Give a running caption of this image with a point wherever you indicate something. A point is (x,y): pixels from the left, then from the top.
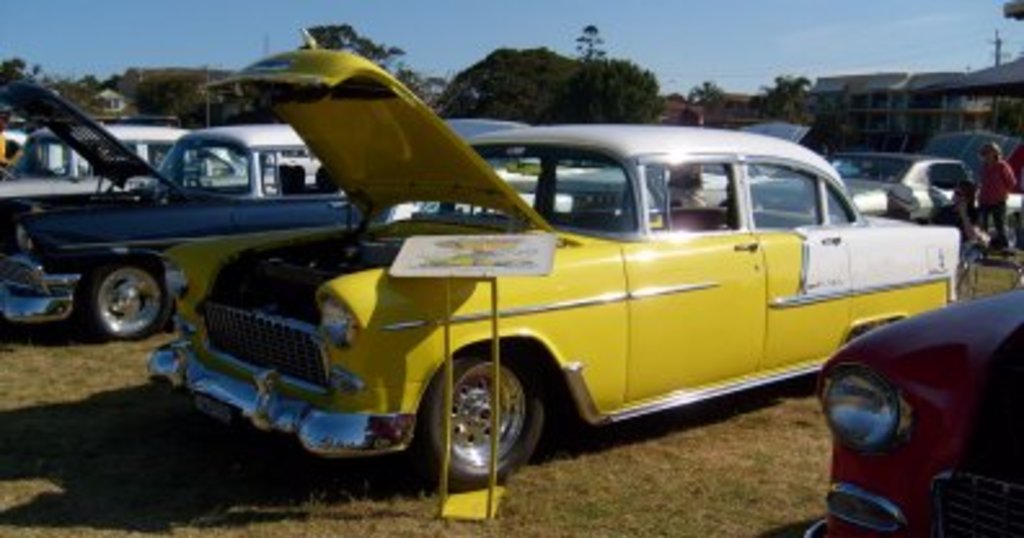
At the bottom of the image (284,462) there is grass (11,509). In the middle of the image (483,358) we can see some vehicles (678,385). Behind the vehicles (752,187) few people (1002,206) are sitting and standing. Behind them there are some trees (779,81), poles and buildings (961,117). At the top of the image (39,35) there is sky (71,33).
